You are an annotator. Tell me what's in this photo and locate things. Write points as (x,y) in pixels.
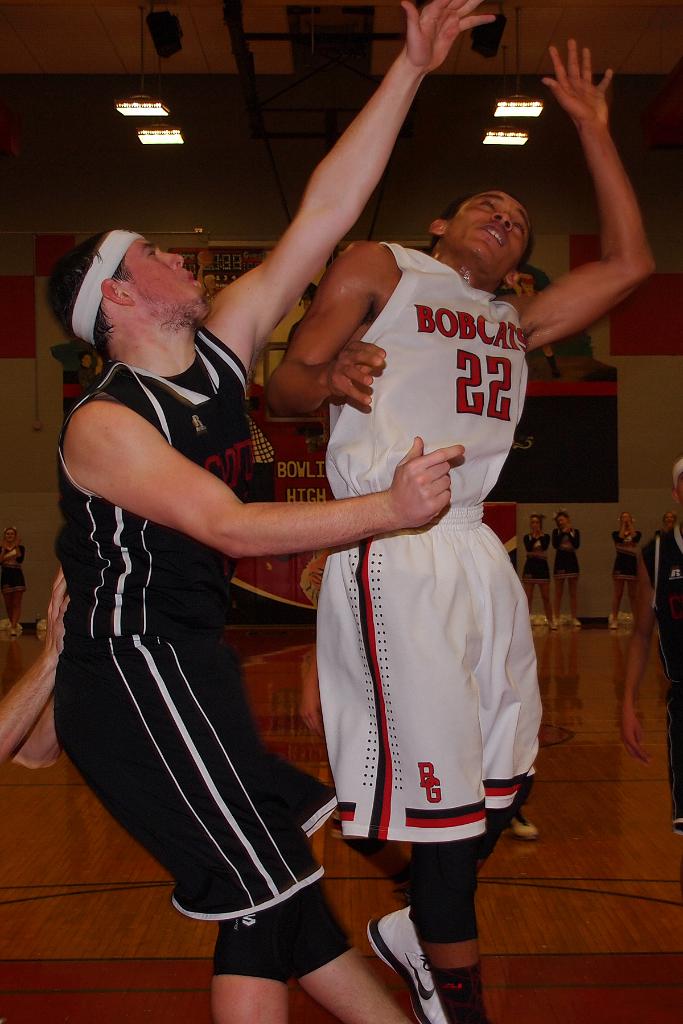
In the picture we can see two people (455,684) are playing on the play floor (3,659) and they are jumping and they are in sports wear (475,674) and behind them, we can see some people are standing in sportswear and watching them and behind them we can see a wall (80,107) with some banner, and to the ceiling (76,63) we can see some lights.
